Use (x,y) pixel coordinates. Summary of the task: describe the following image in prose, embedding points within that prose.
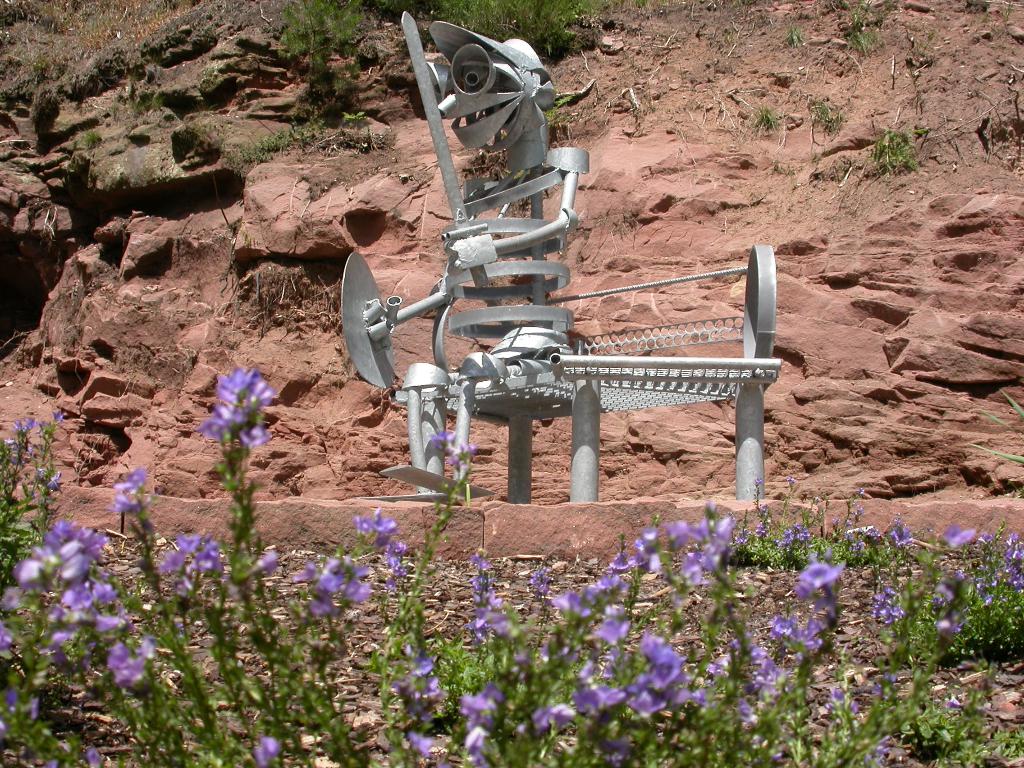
In the center of the image (525,484) there is a depiction of a person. At the bottom of the image (83,589) there are flower plants (225,663). In the background of the image (745,42) there is a mountain (150,106).
